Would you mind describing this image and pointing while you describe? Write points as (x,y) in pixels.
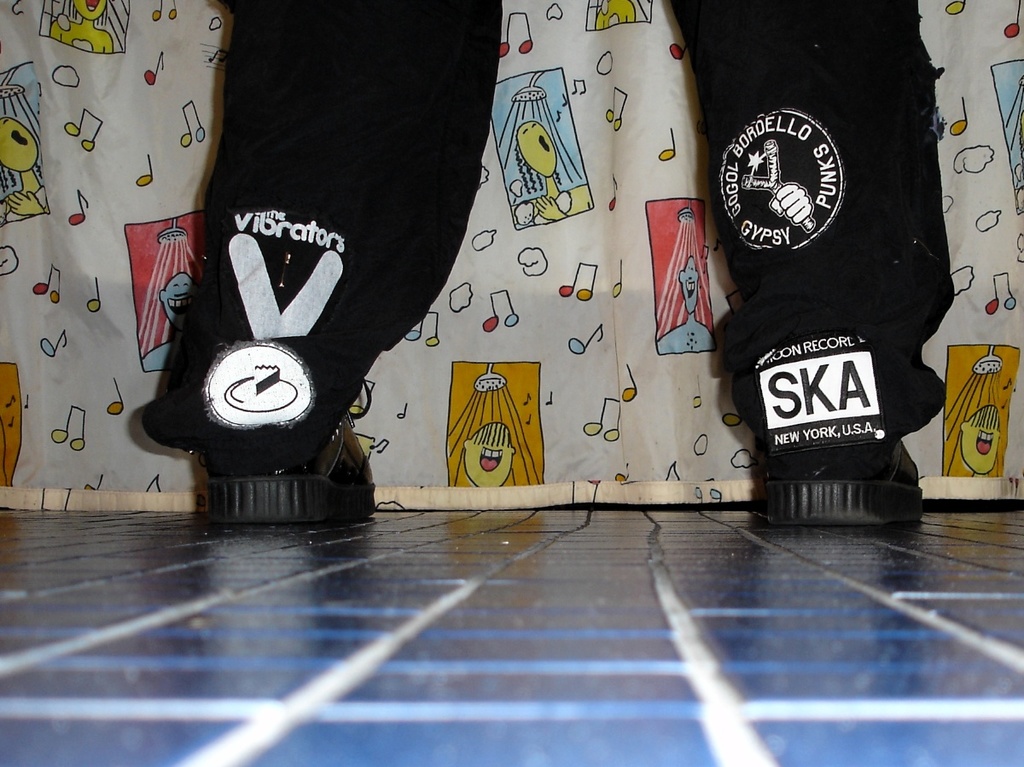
In this picture we can see a person legs (190,366) on the floor (621,652) and in the background (111,121) we can see a cloth (551,235).
